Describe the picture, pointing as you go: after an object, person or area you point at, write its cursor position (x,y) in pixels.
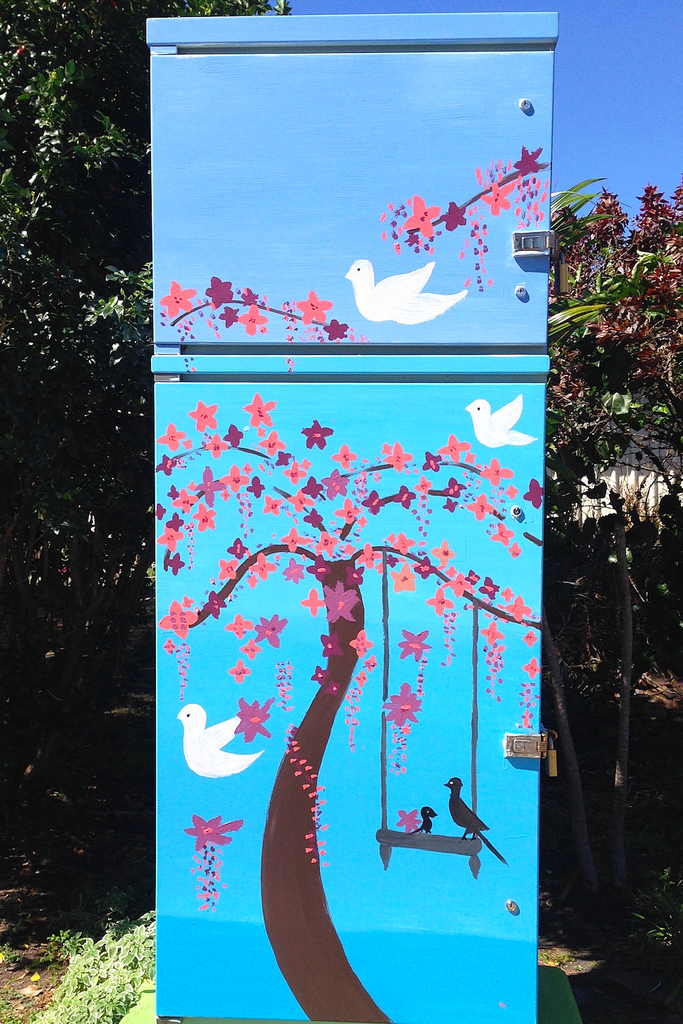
Here I can see a cupboard kind of thing (363,540) on which there are some paintings (299,778) of flowers (332,473), birds (397,299), swing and a plant (288,865). At the bottom (107,979) there are few plants (105,974). In the background (77,498) there are trees (73,290). At the top of the image (616,90) I can see the sky (612,116).
